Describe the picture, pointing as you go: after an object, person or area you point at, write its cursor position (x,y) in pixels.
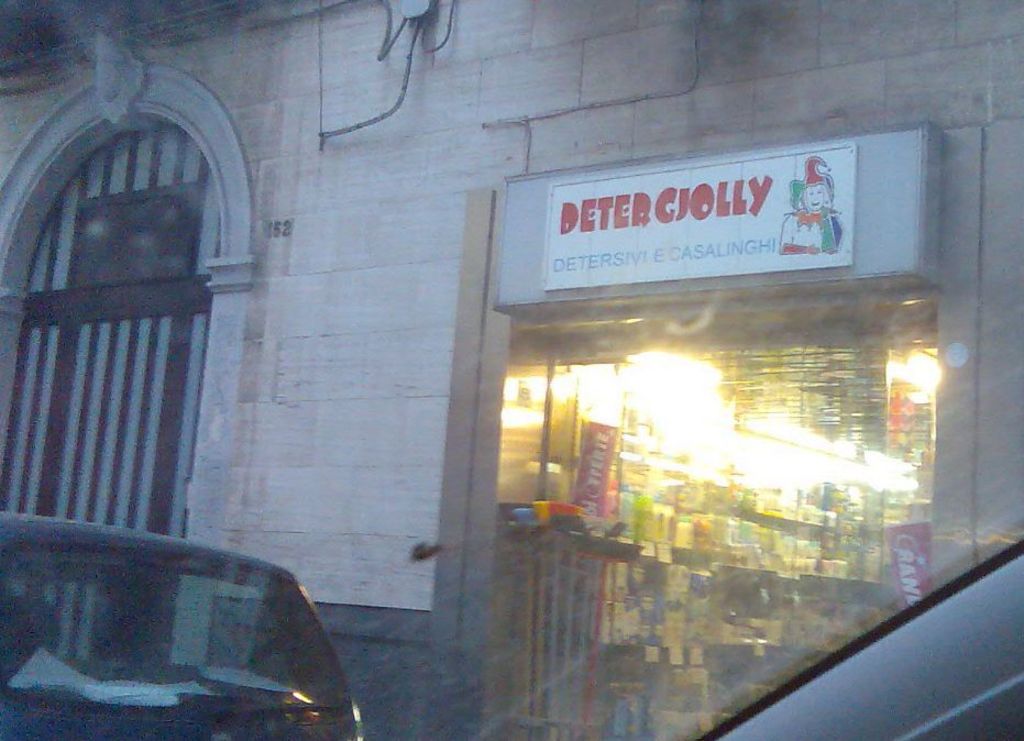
In this image we can see building (426,435), inside the building (419,190) there is a shop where we have detergents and some other things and in front of the building (396,413) we can see a car (216,604).
